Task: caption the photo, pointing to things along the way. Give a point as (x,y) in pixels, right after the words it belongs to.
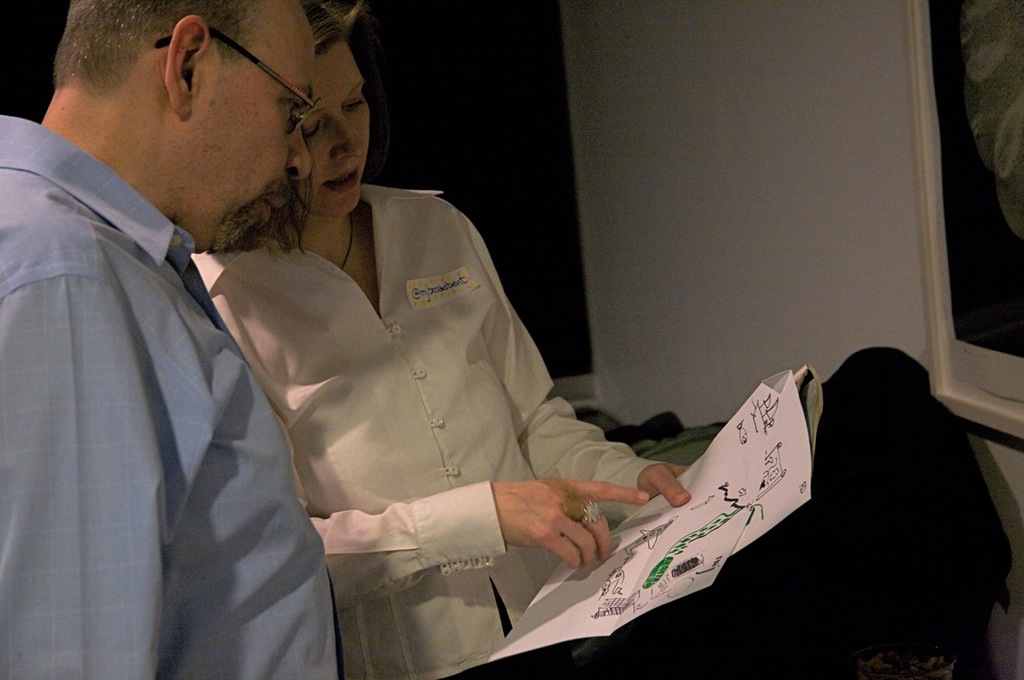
In the image there is a woman (401,397) wearing white shirt (453,420) standing beside a man (189,187) wearing blue shirt (107,486), she is holding a paper (616,622), on the right side (935,352) there is a photo (947,260) on the wall (730,164).
